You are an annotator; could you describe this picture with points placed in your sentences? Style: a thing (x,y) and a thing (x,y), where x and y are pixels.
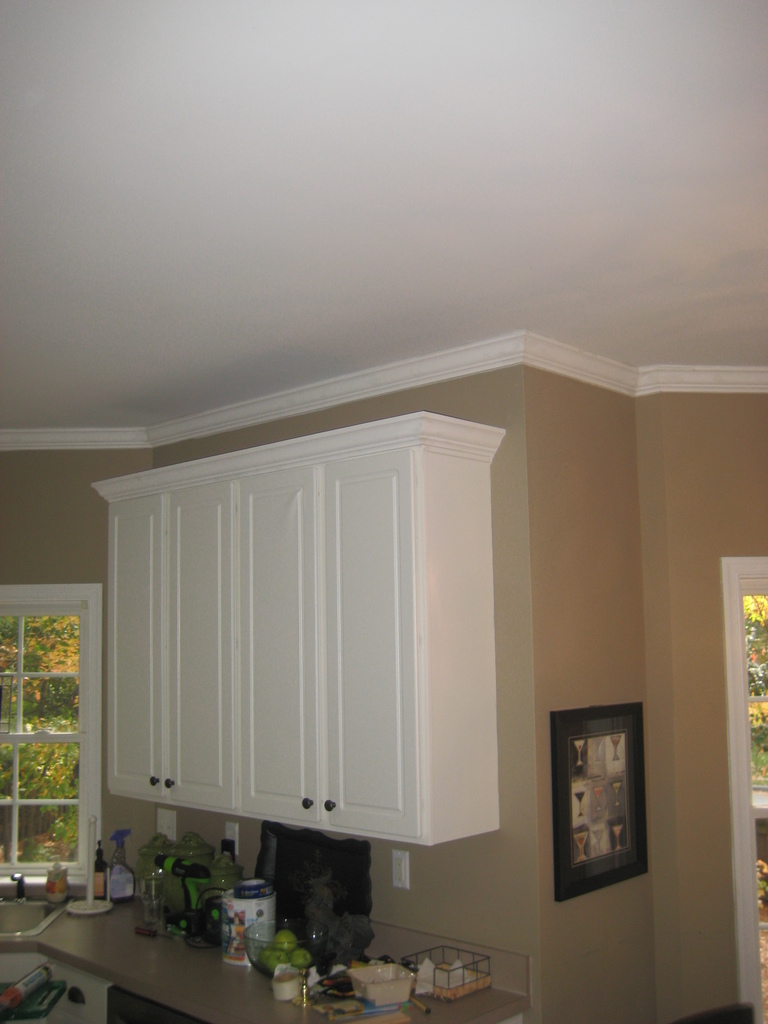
In this picture there are kitchenware (227,888) on the desk (107,943) at the bottom side of the image (217,885) and there are cupboards (347,639) in the center of the image (395,546), there are windows (731,619) on the right (731,619) and left side of the image (8,605), there are trees (763,687) outside the windows (74,742).
